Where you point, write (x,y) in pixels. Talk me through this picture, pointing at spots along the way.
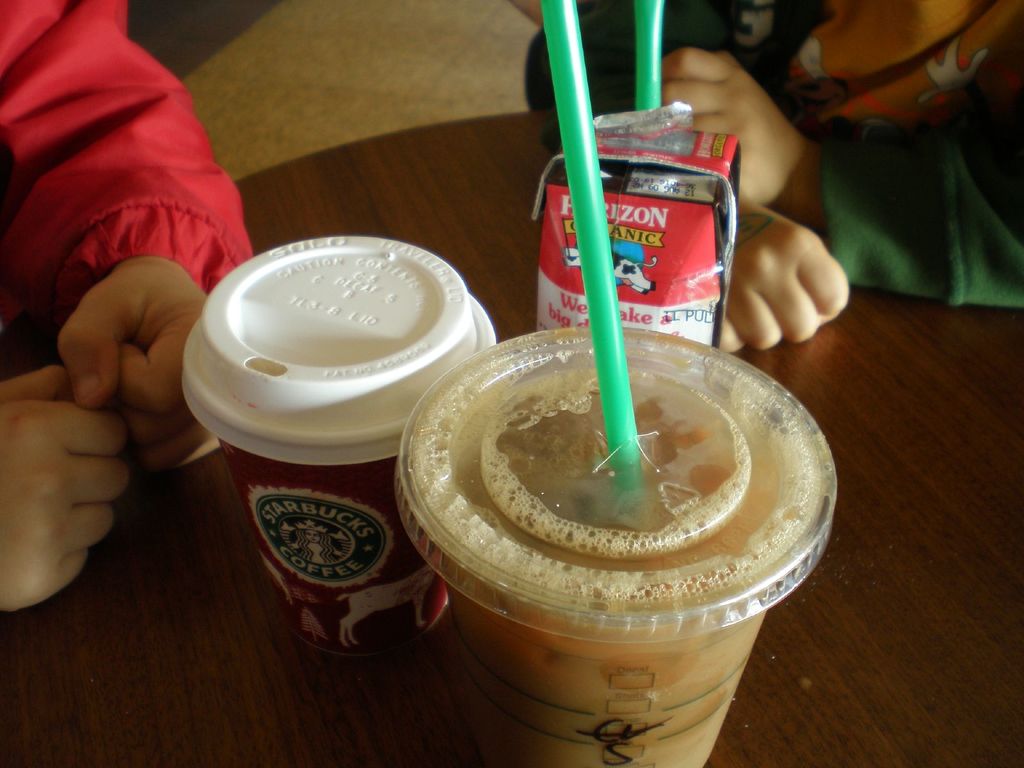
In this picture I can see couple of humans (730,76) and I can see a glass (304,335), and another glass (691,387) with a straw (605,216) and I can see a sachet (669,171) with a straw (658,37) on the table (299,704).
